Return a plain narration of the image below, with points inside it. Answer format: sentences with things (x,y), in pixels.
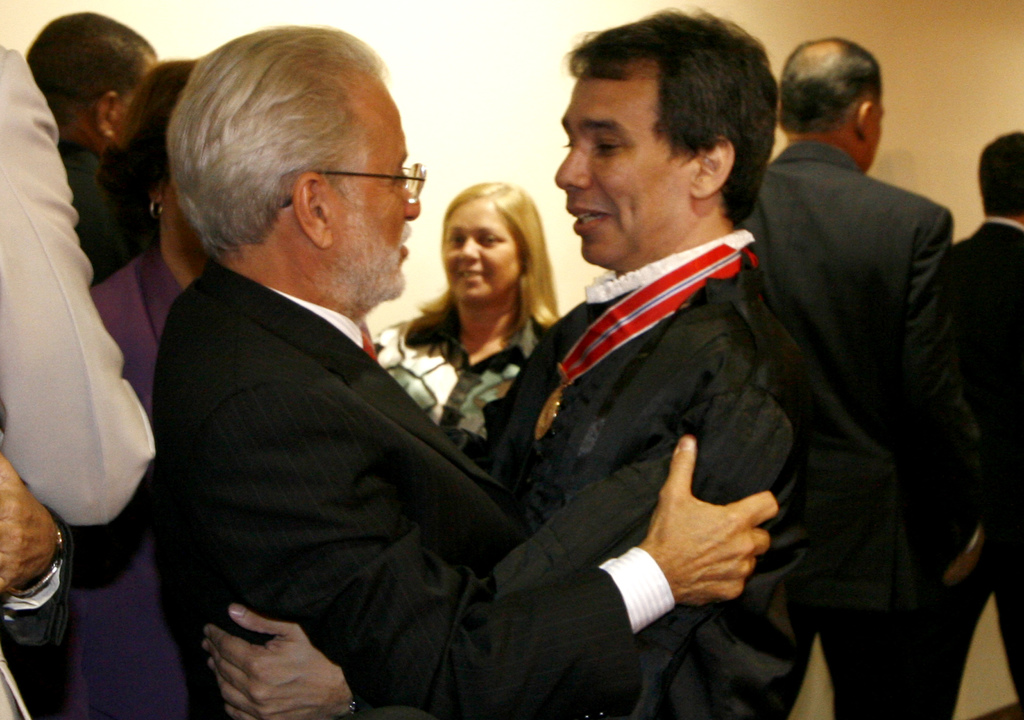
In this image, we can see a group of people (589,436). Here we can see few people (540,239) are smiling. In the middle of the image (646,370), we can see two people (569,512) are hugging each other. Background (510,88) there is a wall (489,89).
